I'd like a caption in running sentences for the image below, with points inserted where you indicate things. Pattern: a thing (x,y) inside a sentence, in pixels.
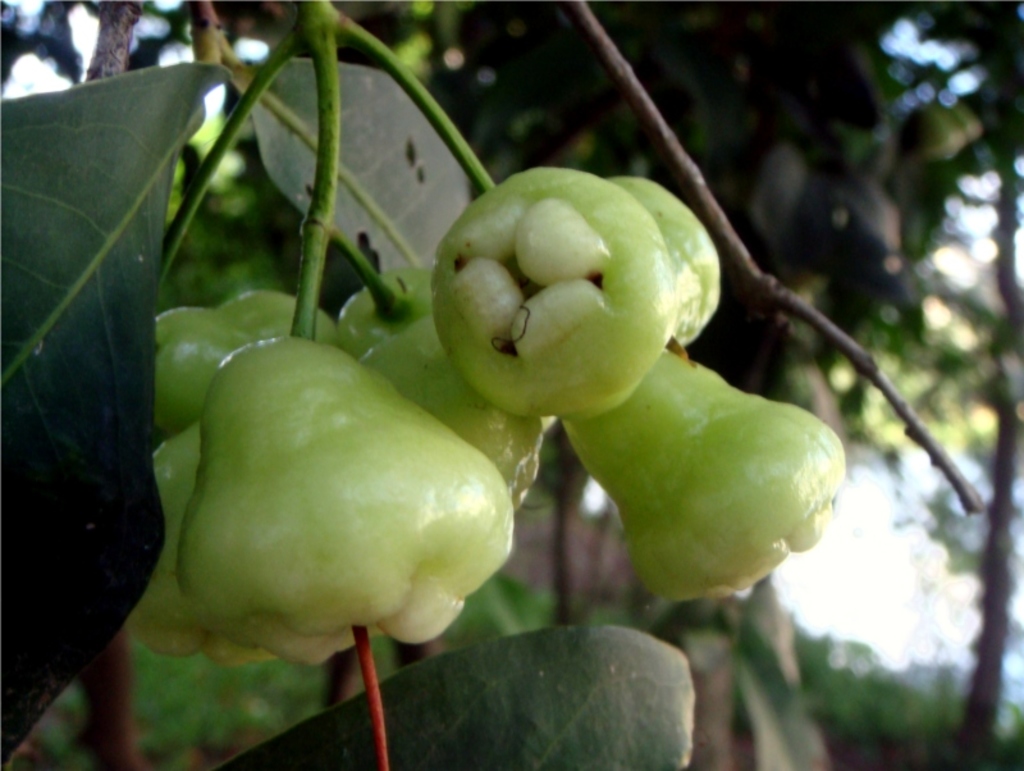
This image is taken outdoors. In the background (836,349) there are a few trees (201,283) with green leaves (234,204). In the middle of the image (526,353) there are a few fruits (343,401) which are green in color.
